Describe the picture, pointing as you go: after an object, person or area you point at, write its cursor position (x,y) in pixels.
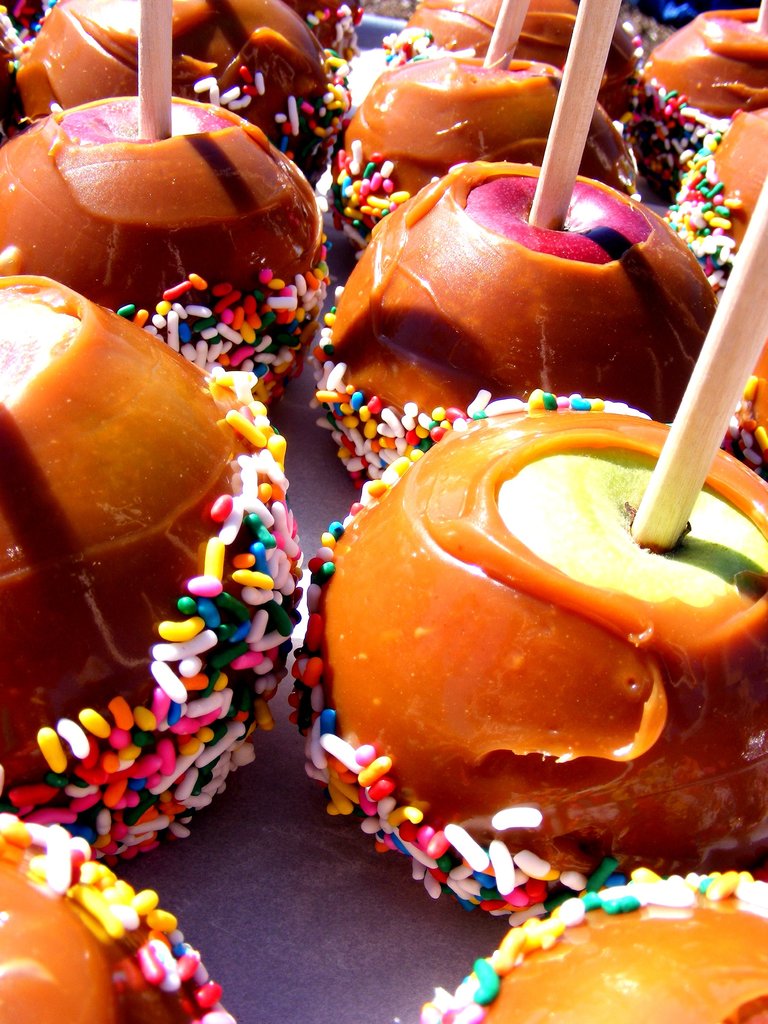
In the picture there are different desserts (432,549) and there are some wooden sticks (744,315) inserted into those desserts (326,112).
